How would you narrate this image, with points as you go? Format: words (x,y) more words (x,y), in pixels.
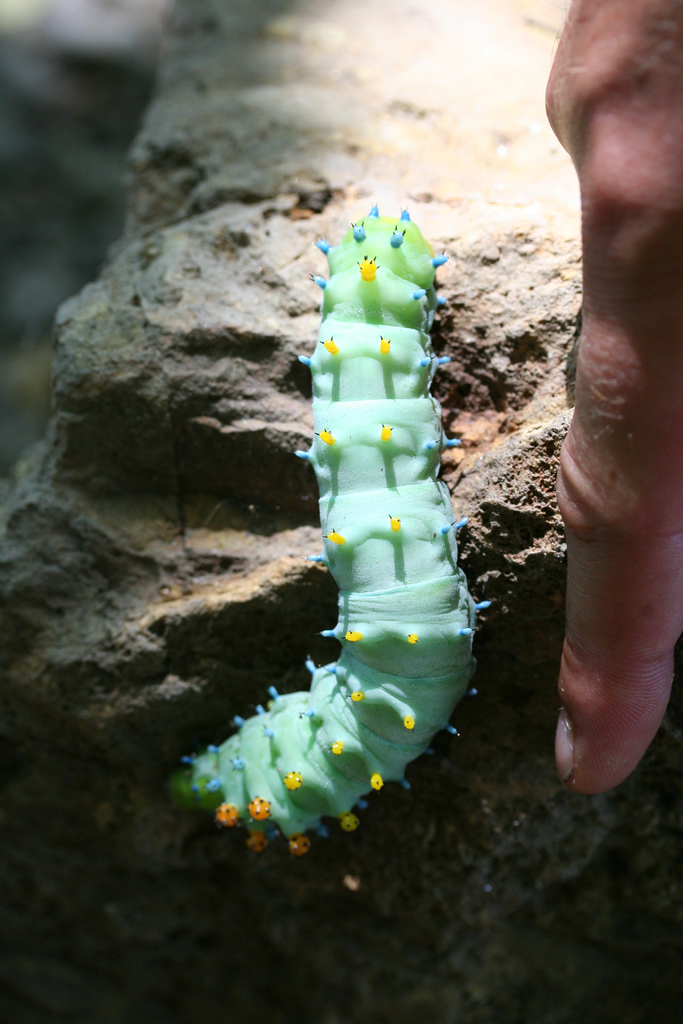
This image consists of a caterpillar (329,530). It is in green color. There is a person's hand (630,597) on the right side (679,490).
